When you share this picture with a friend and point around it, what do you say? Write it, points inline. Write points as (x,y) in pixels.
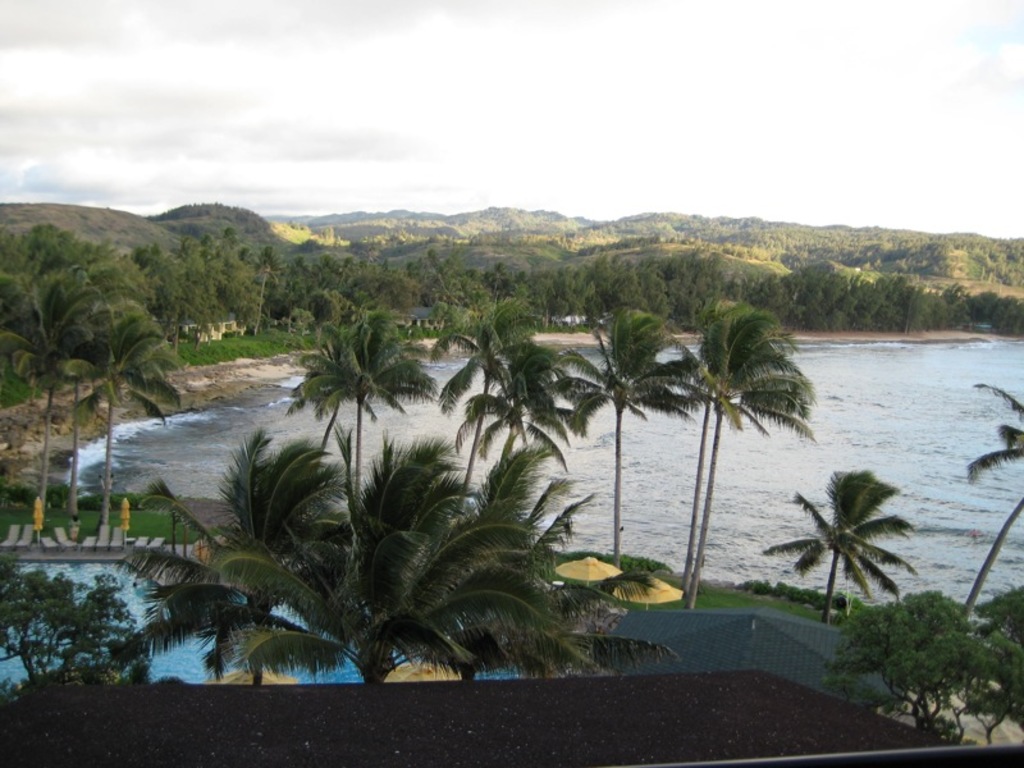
This picture is clicked outside. In the foreground (108,605) we can see the trees (381,640), umbrellas (647,603) and the water bodies (869,456) and the green grass (92,525) and plants (110,507). In the center (443,310) we can see the houses (431,318), trees (400,283) and the green grass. In the background (285,101) we can see the sky (724,152), hills (788,266) and some other items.
